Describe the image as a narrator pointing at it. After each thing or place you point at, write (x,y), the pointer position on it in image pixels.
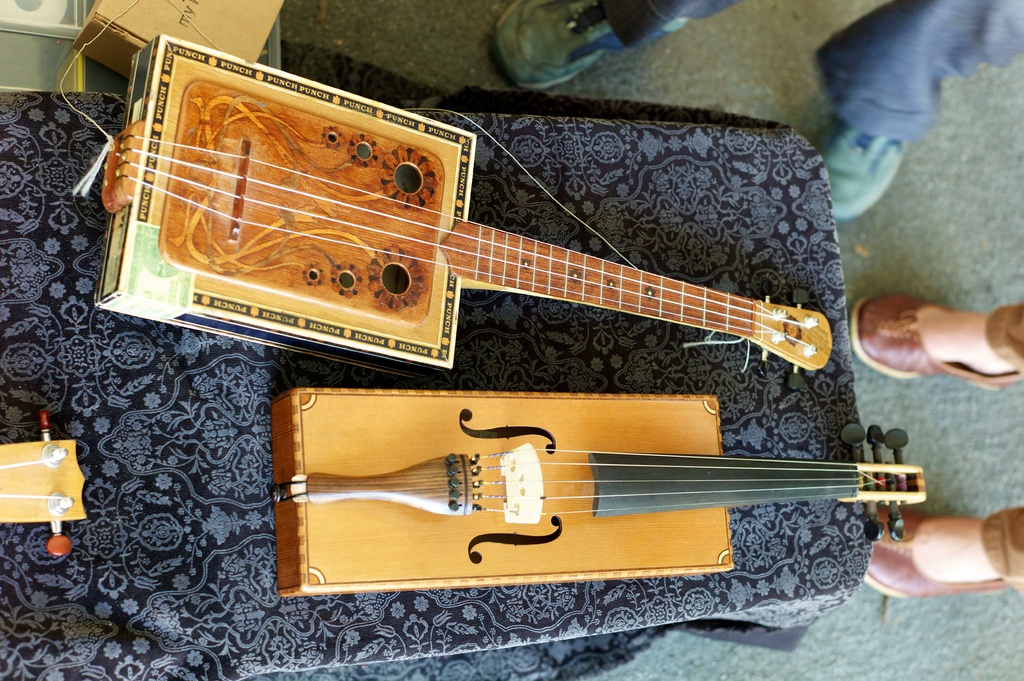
On this table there are guitars (542,289). Beside this table (781,199) persons (880,41) are standing. This is box (142,29).
